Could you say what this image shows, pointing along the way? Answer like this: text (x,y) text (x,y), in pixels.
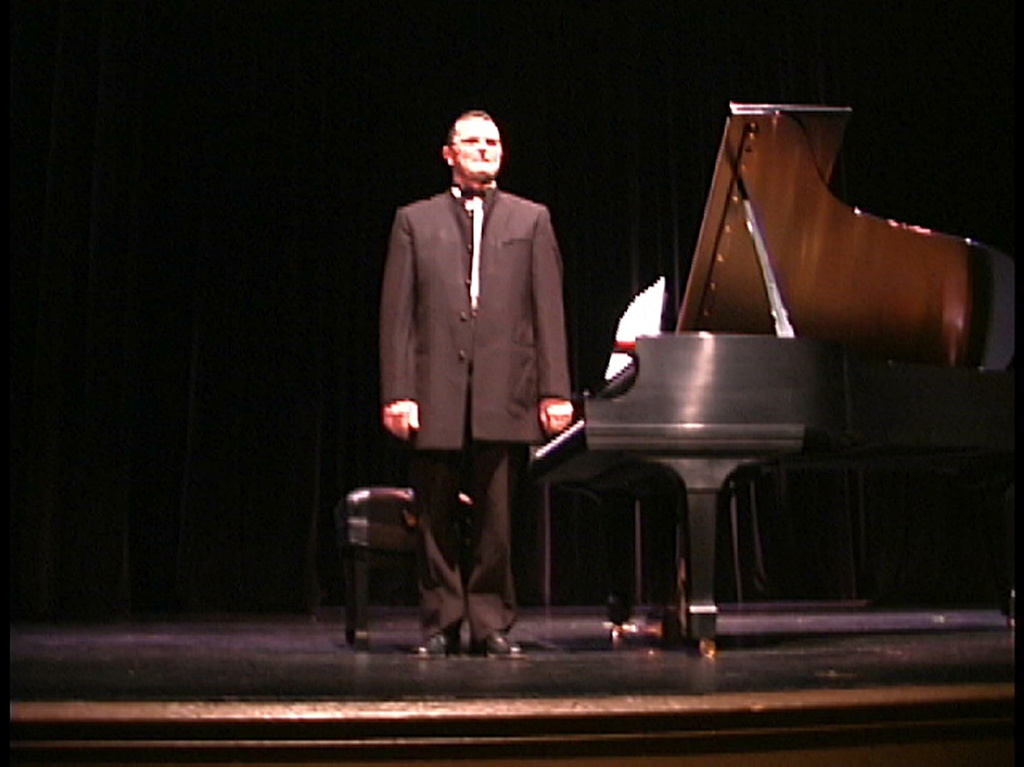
In the picture we can see a man (455,225) standing on stage (35,702) near the piano (687,421), background we can find a curtain (316,484) which is black in colour. and a man (451,386) is wearing a blazer (436,399) and black shoes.
